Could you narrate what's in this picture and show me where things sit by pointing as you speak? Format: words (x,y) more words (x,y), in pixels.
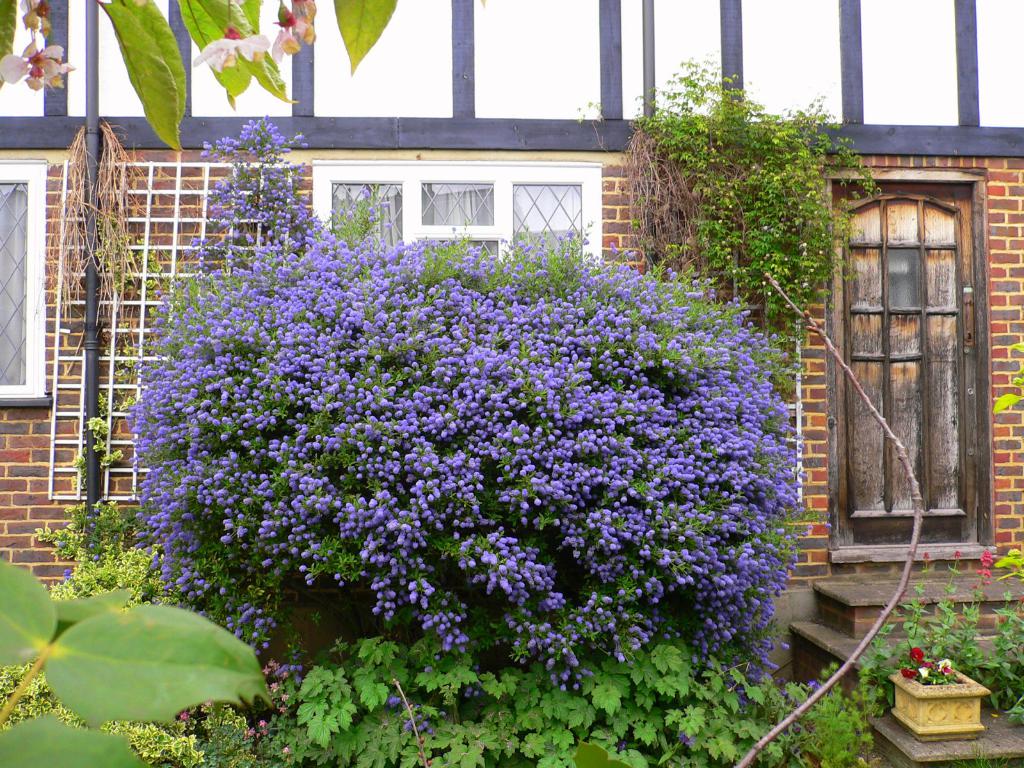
In the foreground of the picture (1002,648) there are plants (239,588) and flowers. At the top (141,20) we can see leaves (249,5) and flowers (42,57). In the middle of the picture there is a building (463,98), pipe (97,203), windows (36,228).
